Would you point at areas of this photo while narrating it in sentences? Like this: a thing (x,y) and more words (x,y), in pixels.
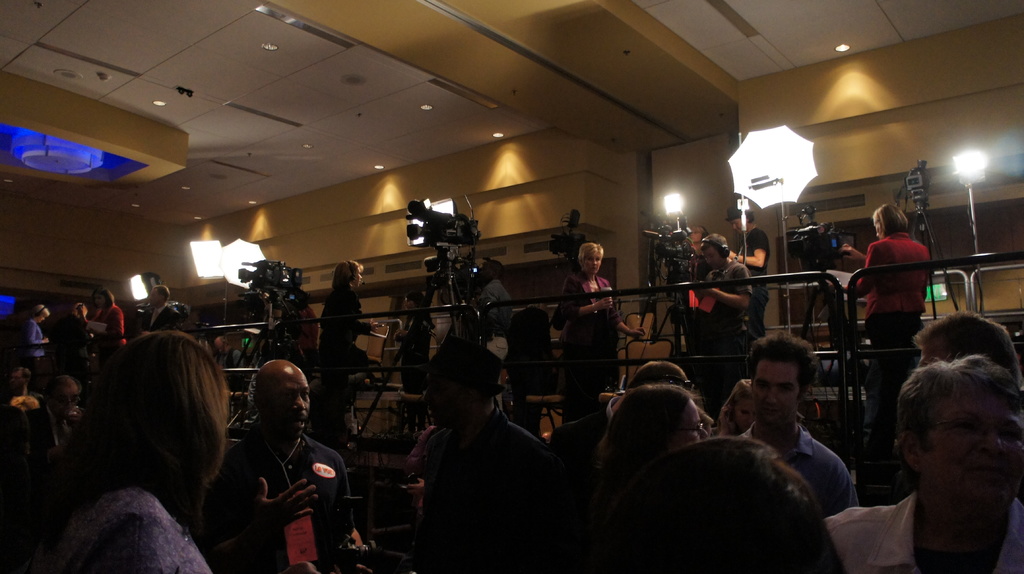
In this image few persons (760,246) are standing behind the fence (543,302), behind few cameras (284,282) are fixed to the stand (447,282). Few umbrellas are attached to the stand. There are few lights (969,176). Bottom of image (254,476) there are few persons (615,476). A person (463,509) wearing a suit (490,498) is having a cap (479,374). Top of image (82,168) few lights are attached to the roof (427,133).
